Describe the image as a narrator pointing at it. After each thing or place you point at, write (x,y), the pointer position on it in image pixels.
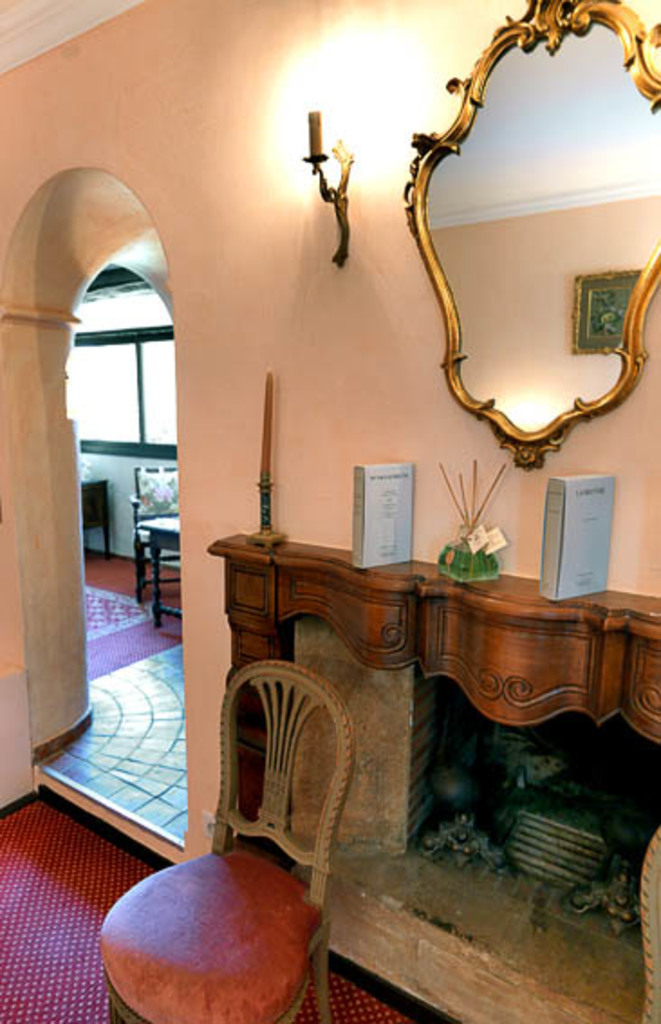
In this image I can see few chairs (192,969), a fireplace (366,768), a mirror (564,258), a light (309,134), a candle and here I can see few grey colour things (387,469).
